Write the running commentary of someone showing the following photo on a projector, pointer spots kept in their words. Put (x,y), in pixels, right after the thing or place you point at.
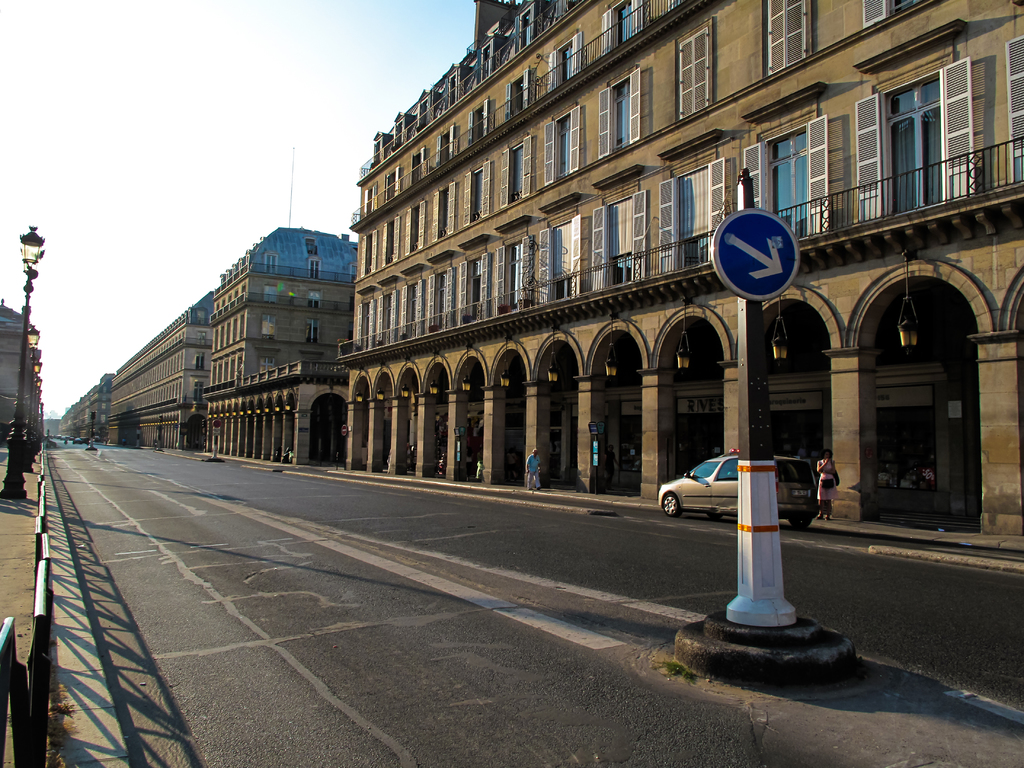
In this image at the bottom (255,600) there is a road (250,473) and on the right side (844,380) there are some buildings (612,333), and in the center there is one pole (761,549) and board (757,272). On the left side (14,368) there is one pole (33,274), light (27,254) and some houses (15,358) and a fence (44,650) and on the road (622,570) there is one car (729,508). And on the right side (831,491) there are some persons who are walking.
